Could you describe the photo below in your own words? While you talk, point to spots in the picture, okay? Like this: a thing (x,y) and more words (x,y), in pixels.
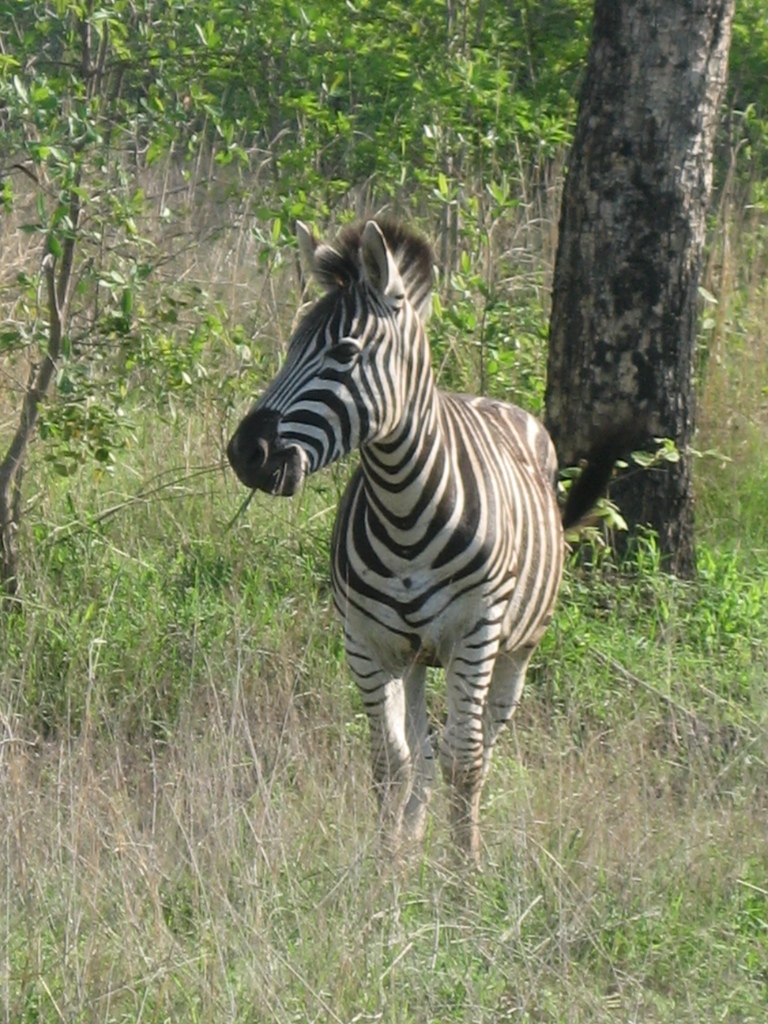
This picture is clicked outside. In the center (428,571) we can see a zebra (434,514) seems to be standing and we can see the grass (324,659), plants (521,351) and trees (462,142).
